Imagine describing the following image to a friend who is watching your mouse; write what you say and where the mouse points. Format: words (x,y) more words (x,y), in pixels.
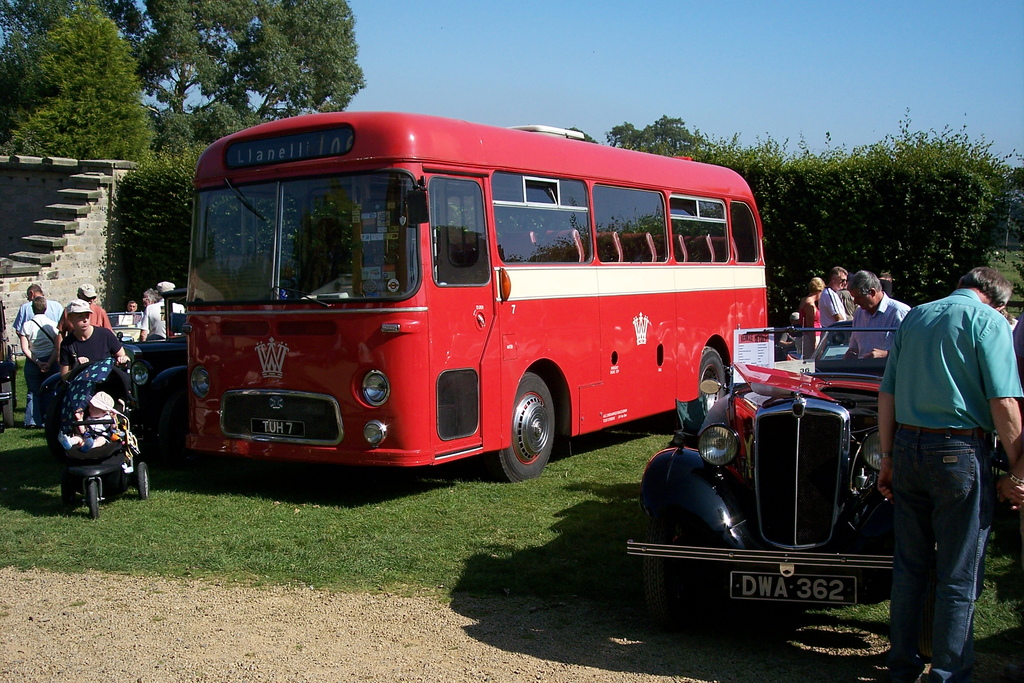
in the picture there are many people (63,319) there is a bus (680,362) and a car (802,465) in which people (922,359) are there are many trees (150,111) near to them, we can see a clear sky (586,114).
